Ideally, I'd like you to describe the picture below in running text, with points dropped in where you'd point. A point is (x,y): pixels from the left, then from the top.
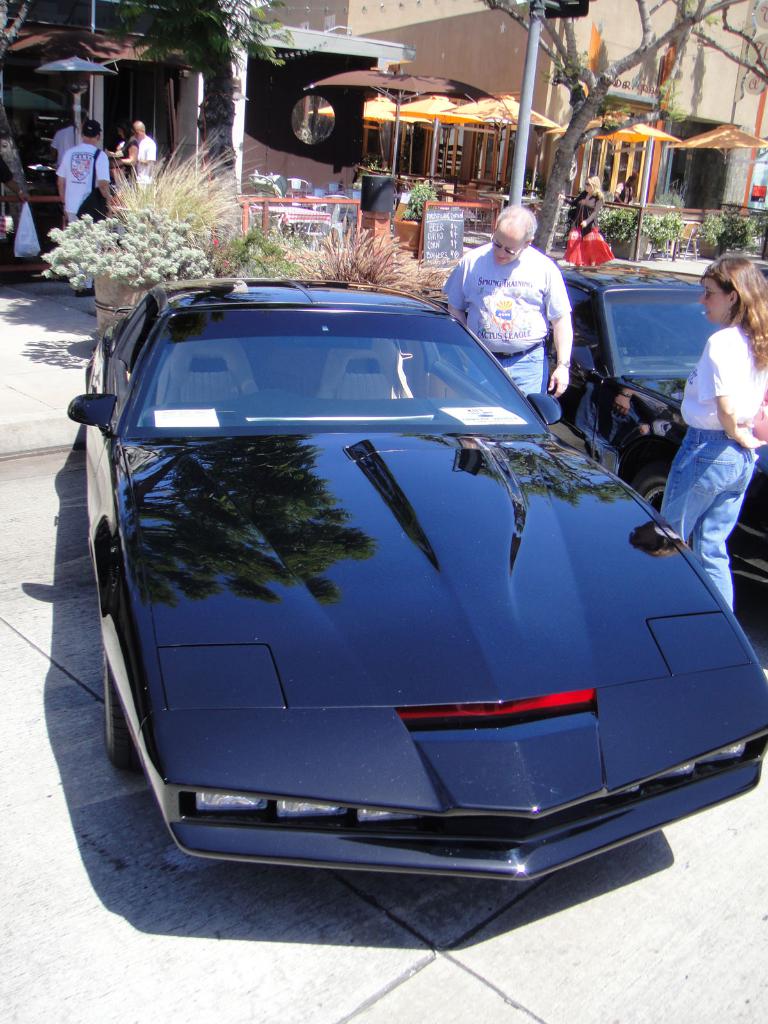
In the center of the image (367,471) we can see persons (529,310) at the car (307,572). On the right side of the image (693,392) we can see person (585,205), building (612,91), tree (610,81), pole (522,167) and car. In the background (506,178) we can see buildings (281,98), tents (399,112), table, chairs (303,181) and persons (144,152).
